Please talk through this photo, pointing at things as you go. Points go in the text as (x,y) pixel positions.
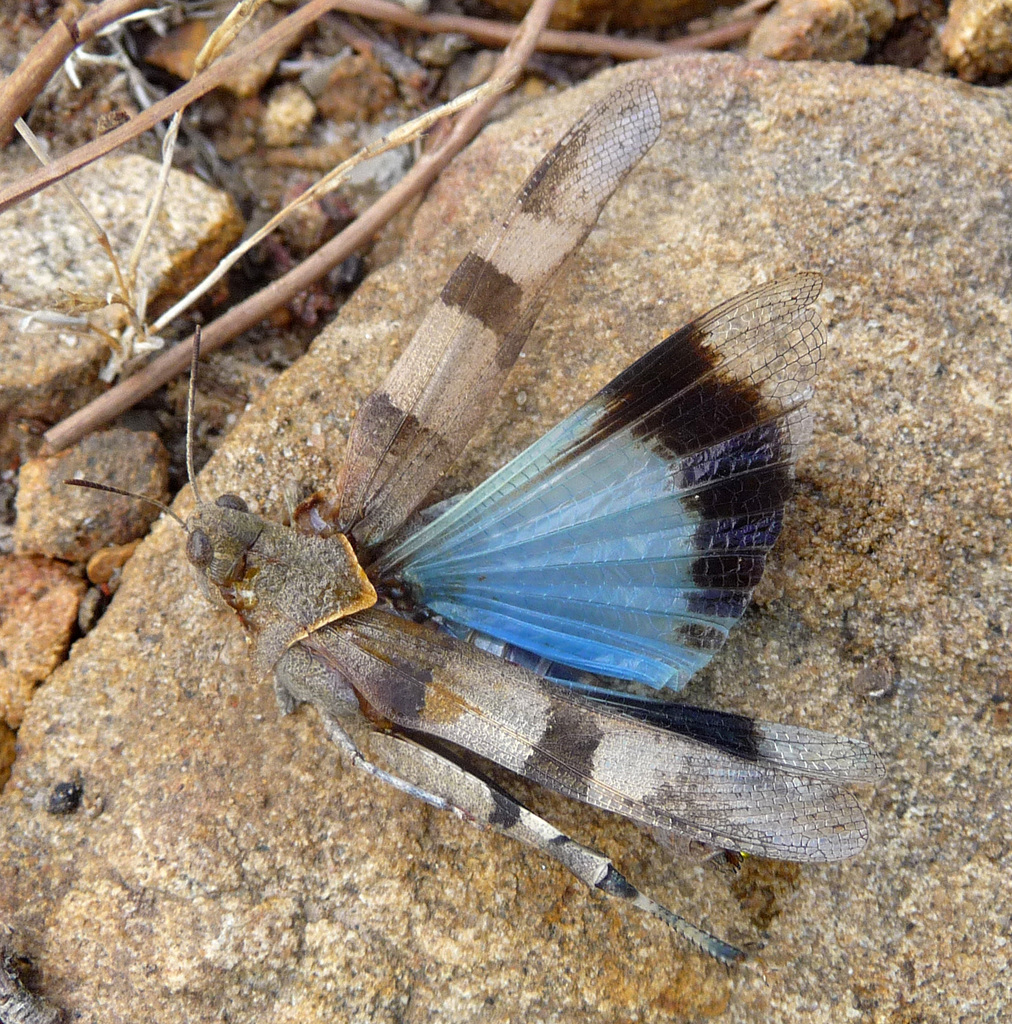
In the center of the image (471,569), we can see a grasshopper (415,510) and in the background (228,192), there are rocks (192,178) and we can see twigs (455,114).
